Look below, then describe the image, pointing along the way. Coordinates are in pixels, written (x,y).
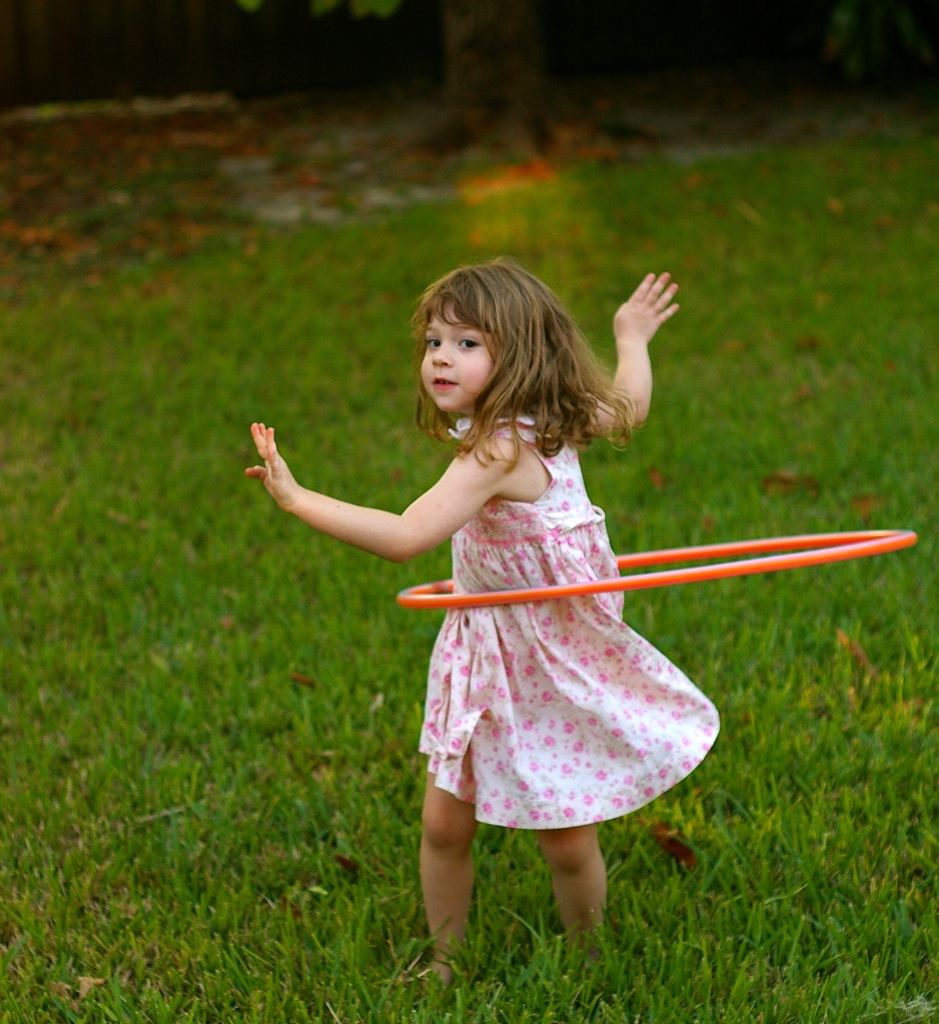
In this picture we can see a kid (578,666) is standing and playing with a ring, at the bottom (752,912) there is grass (749,918), we can see a blurry background (119,90).
